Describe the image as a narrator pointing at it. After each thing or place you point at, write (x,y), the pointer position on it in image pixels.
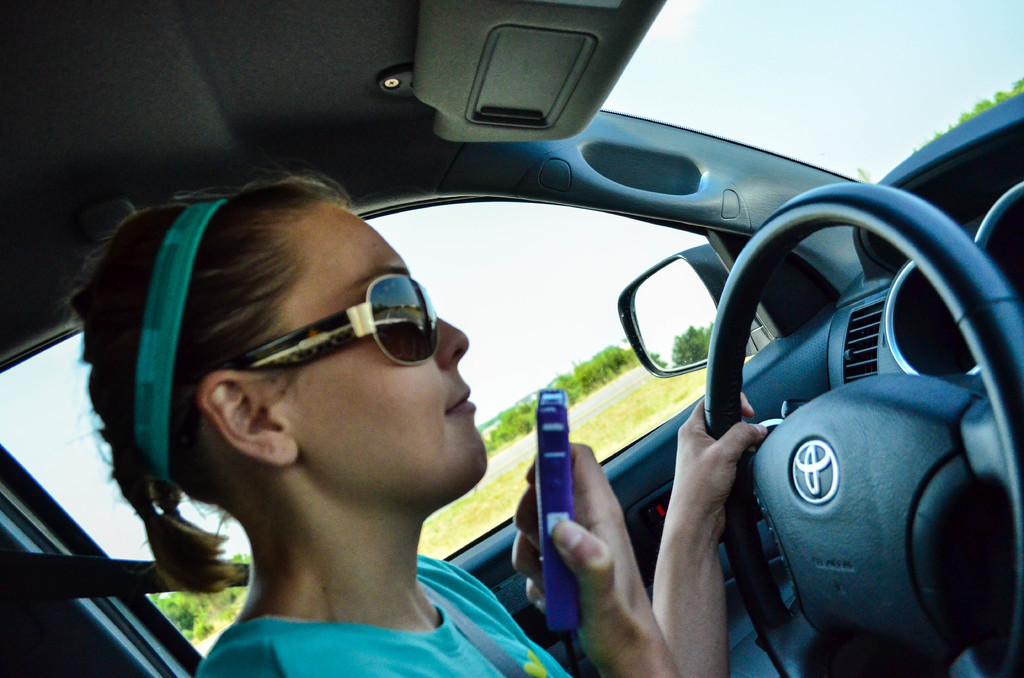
Here we can see a person (274,638) inside a vehicle (894,508) and she has goggles (374,293). Here we can see a mirror (700,273), steering (907,385), and glass (526,348). From the glass (506,465) we can see trees (500,442) and sky (828,104).
